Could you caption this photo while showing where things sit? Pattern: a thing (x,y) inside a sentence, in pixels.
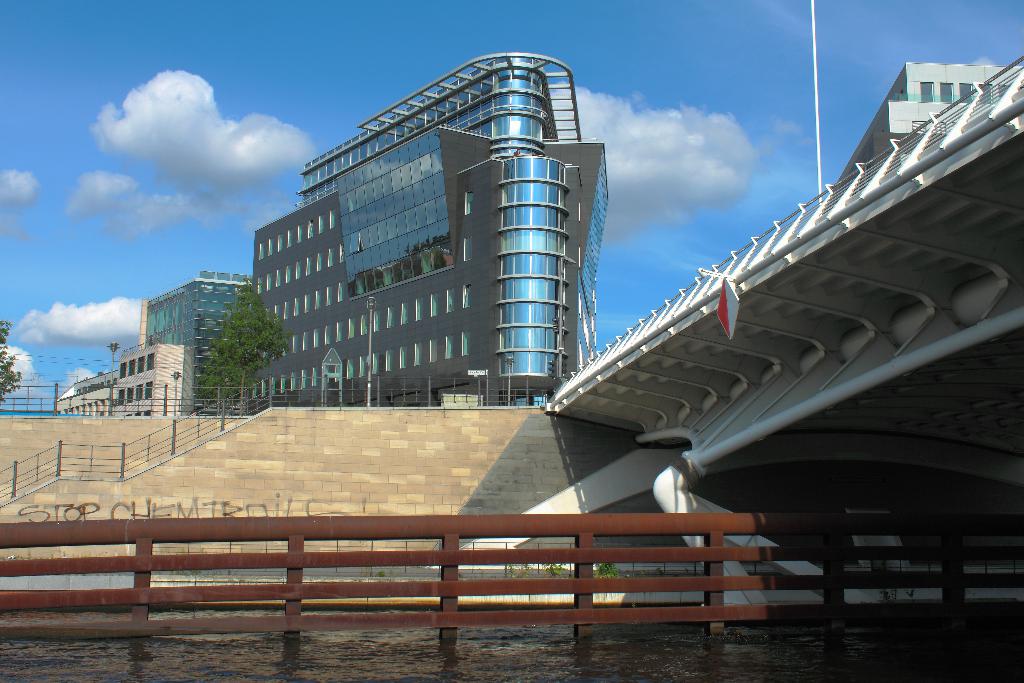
In this image, we can see buildings (305,340), trees (231,344), poles (371,322), boards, stairs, railings (121,445) and we can see a bridge (725,384) and there is some text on the wall (315,512). At the bottom (394,661), there is water (527,648) and at the top (675,125), there are clouds (624,112) in the sky (671,158).
